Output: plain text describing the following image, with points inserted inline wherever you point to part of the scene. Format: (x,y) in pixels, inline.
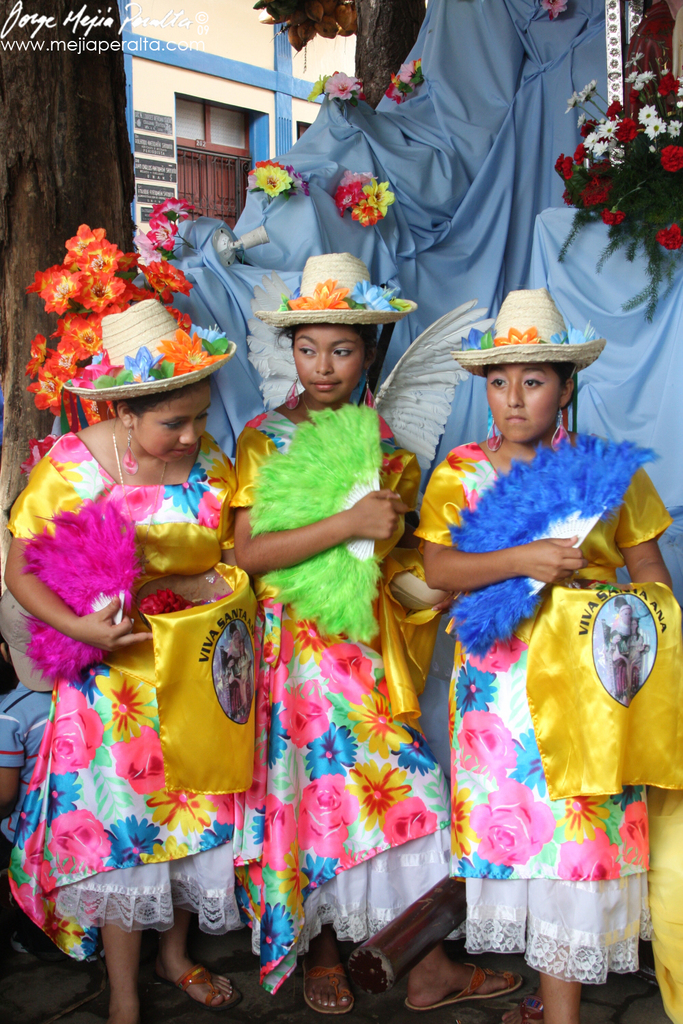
In this image, we can see three women (489,708) wearing hat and yellow color dress (593,847). In the background (406,209), we can see a cloth (548,229), plant (645,198) with some flowers (631,76), we can also see a building (164,159) and a door (180,173).
